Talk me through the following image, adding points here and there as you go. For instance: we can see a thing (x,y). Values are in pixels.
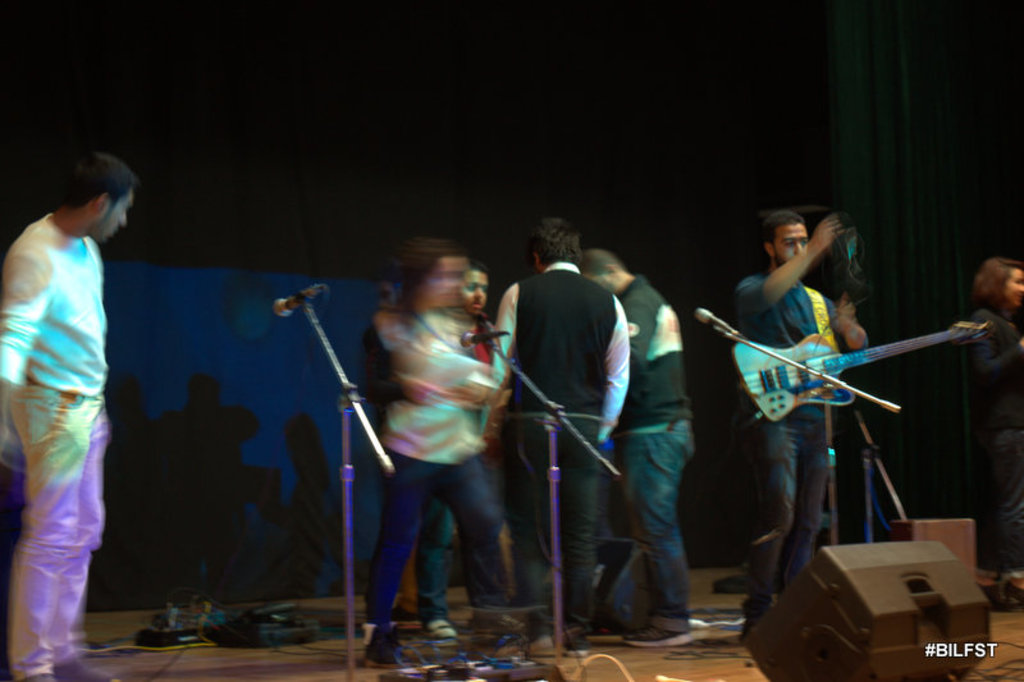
In this picture there are people (995,464), among them there is a man (808,413) standing and carrying a guitar (789,378) and we can see microphones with stands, devices (846,664) and cables (497,661) on the floor (951,679). In the background of the image (455,136) it is dark.
